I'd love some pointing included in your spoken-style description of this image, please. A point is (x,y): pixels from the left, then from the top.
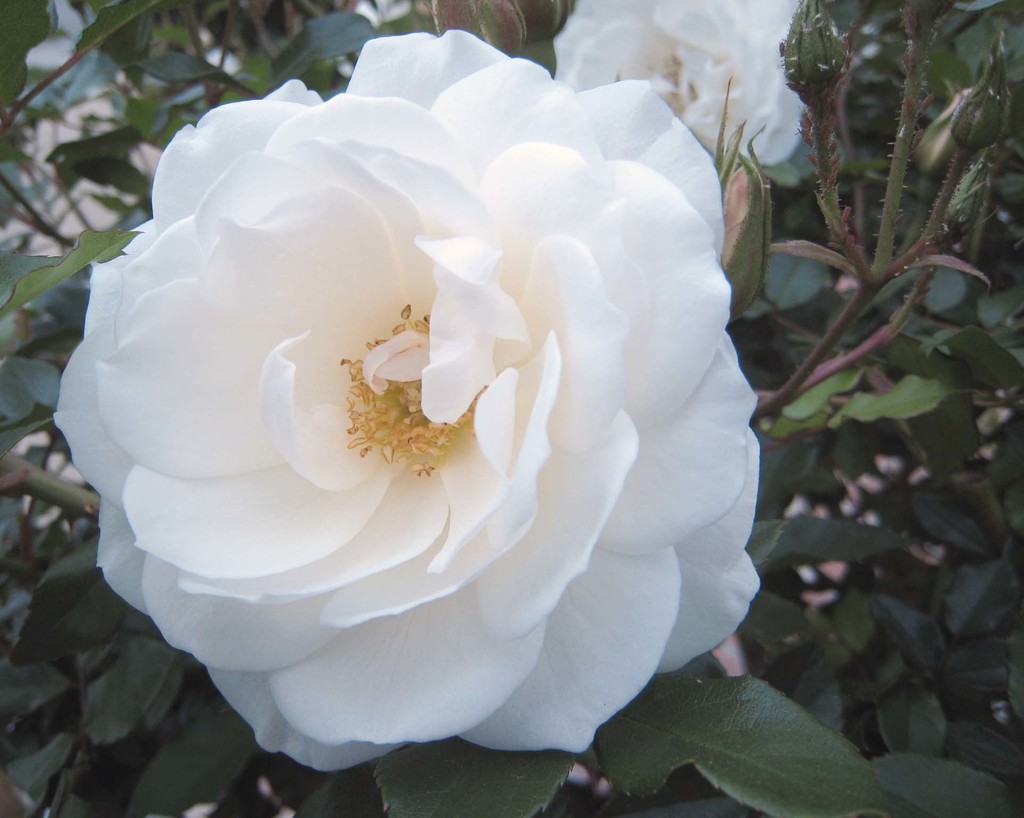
In this image in the front (561,478) there are flowers (566,322). in the background (38,779) there are plants (942,456).
